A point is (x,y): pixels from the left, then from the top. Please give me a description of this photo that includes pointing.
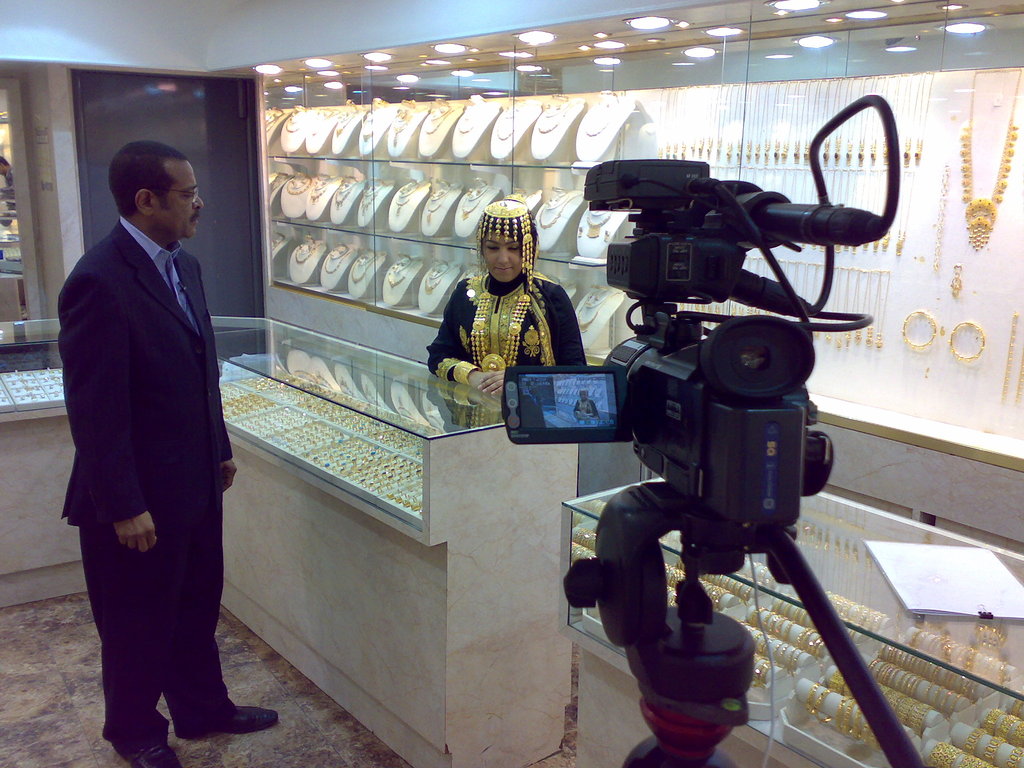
In this image I can see a person (185,505) wearing black colored dress (179,457) is standing and a woman (520,349) wearing black colored dress (555,323) and gold ornaments (481,321) is standing. I can see few racks (453,161) with gold ornaments (351,125) in them. I can see the ceiling (262,36), few lights (261,67) to the ceiling (639,47) and a camera (661,445) which is black in color.
